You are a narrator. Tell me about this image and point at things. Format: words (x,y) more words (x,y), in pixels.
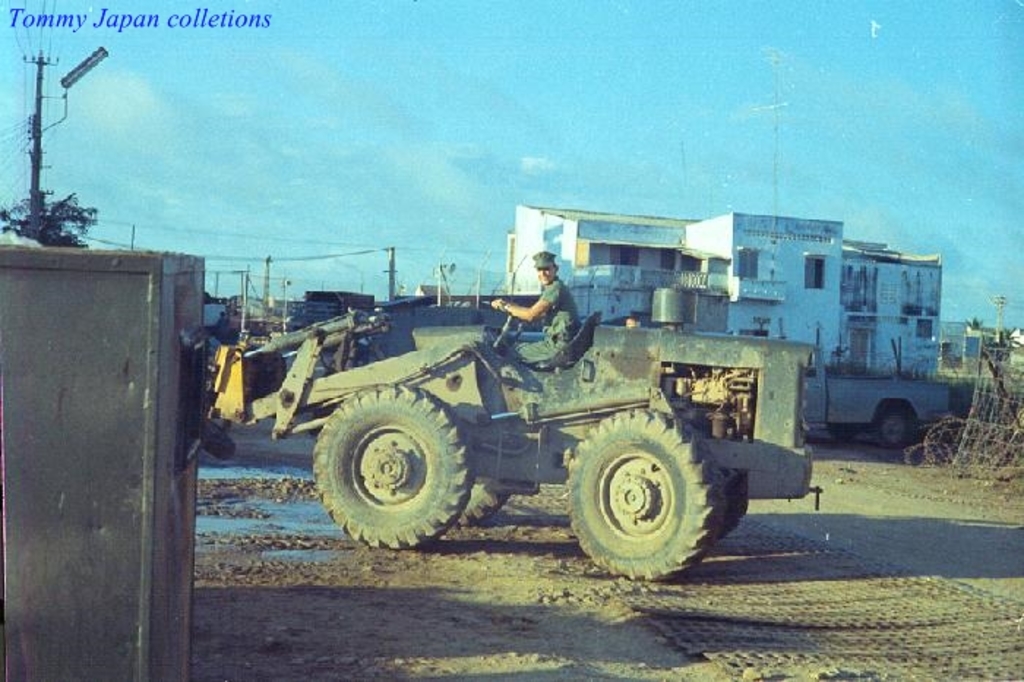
In this image there is a man (545,341) driving a vehicle (573,511) on a road (892,580), in the background (483,263) there are houses (895,307), poles (37,117) and wires (275,259) and the sky (471,266), in the bottom left (183,610) there is a box (88,249), in the top left (52,28) there is text (23,11).
